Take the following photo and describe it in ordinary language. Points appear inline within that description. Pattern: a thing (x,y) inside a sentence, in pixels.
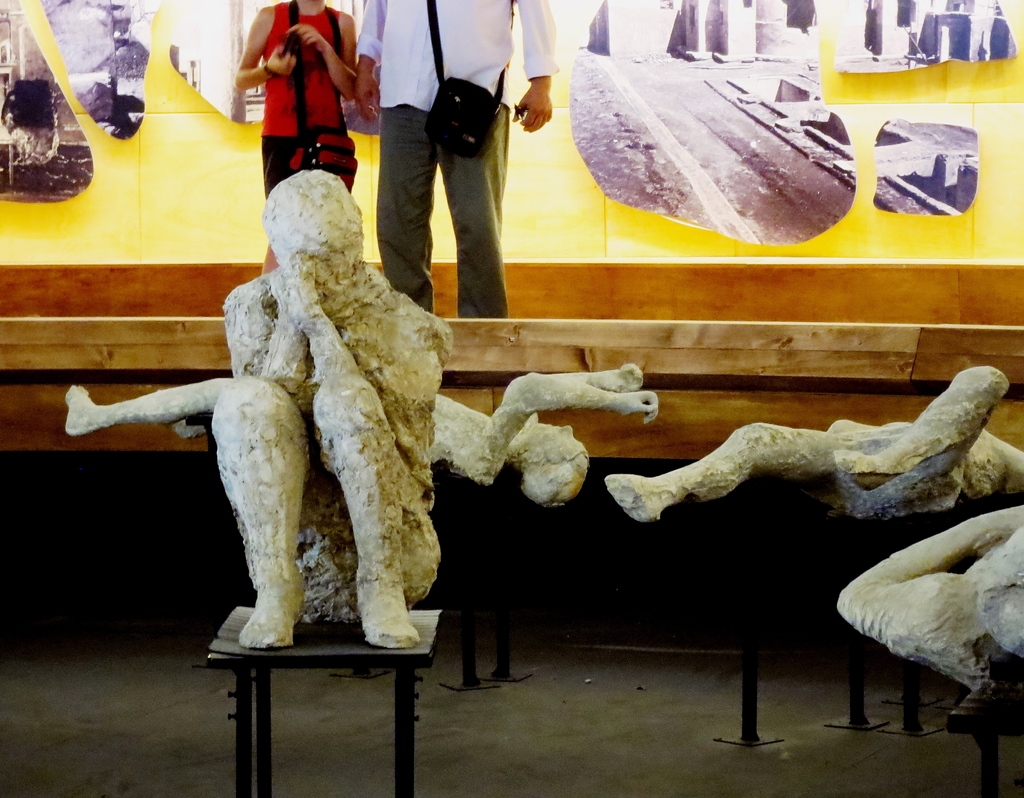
In this picture I can see statues (562,447). I can see two persons (424,234) standing. I can see the tables (475,671).
